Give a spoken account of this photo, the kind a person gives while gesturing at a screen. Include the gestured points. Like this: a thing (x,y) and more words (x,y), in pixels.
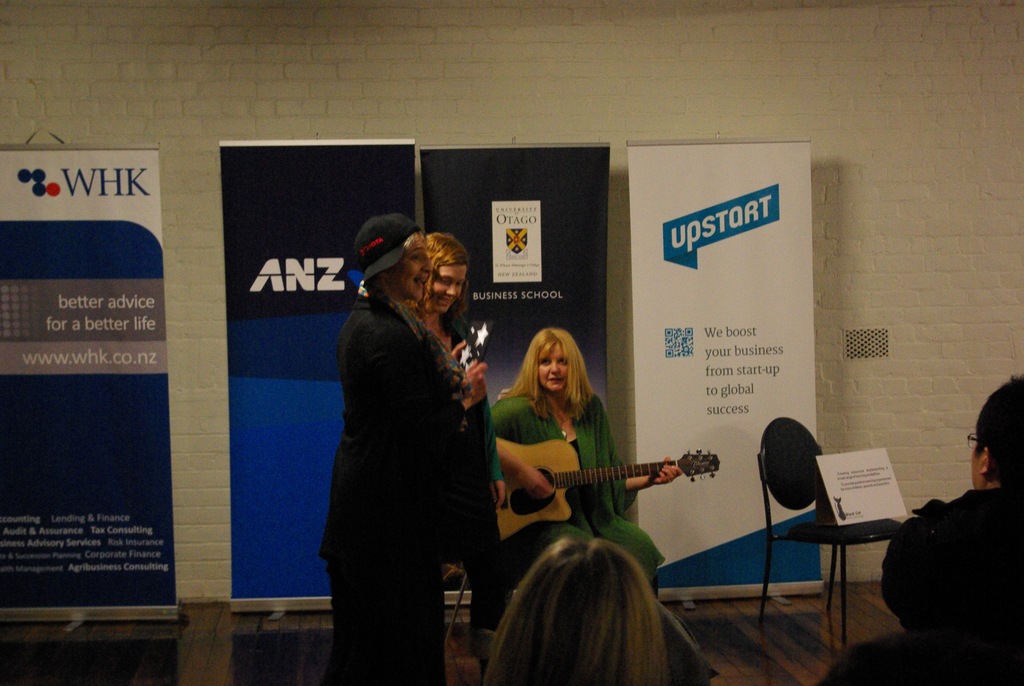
Here we can see a couple of woman (364,501) standing in the middle (459,416) and smiling and beside them we can see a woman (541,403) sitting on a chair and playing a guitar (646,465) and there is a person (991,523) on the right side (991,523) and behind them we can see banners (688,203).
